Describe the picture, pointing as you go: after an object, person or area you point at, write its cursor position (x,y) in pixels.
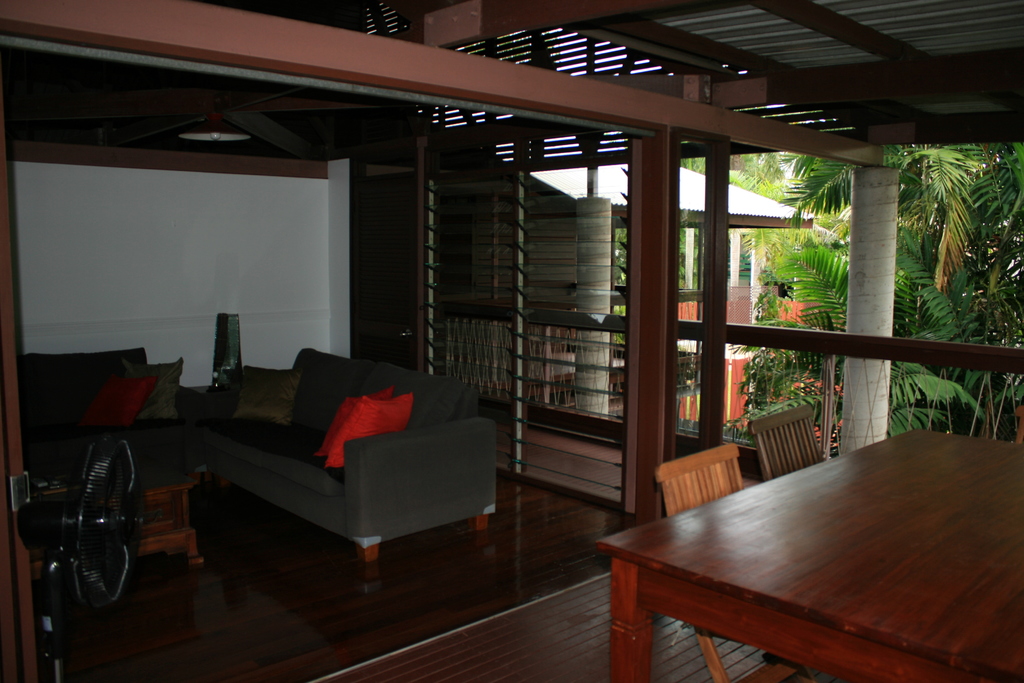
In this image on the left side (219,444) there is a couch (269,438) and on the couch (385,470) there are five pillows (284,398) beside the couch (233,403) there is one fan (84,554). On the right side (724,580) there is one table (774,495) and chairs (796,468) are there. On the background (819,254) there are trees (831,287) and one house (549,229) is there and on the top (807,73) there is a ceiling (681,51).
